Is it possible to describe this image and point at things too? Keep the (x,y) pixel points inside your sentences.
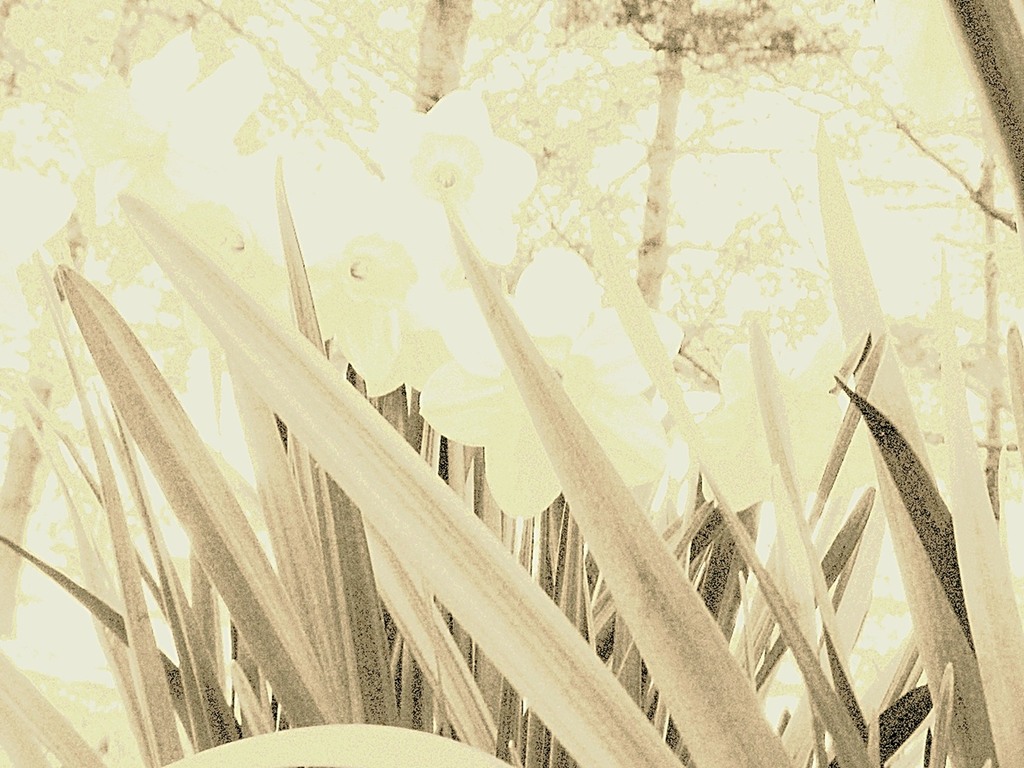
In this image I can see trees (17,54) and grass (400,483).
